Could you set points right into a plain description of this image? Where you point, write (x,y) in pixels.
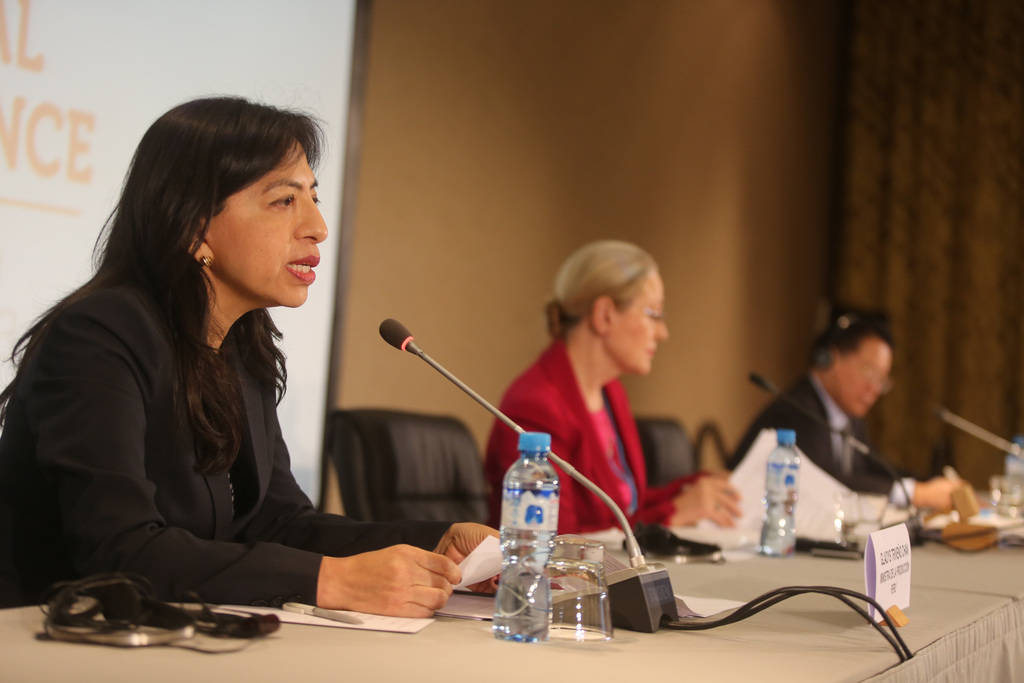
Here we can see 3 people (229,453) sitting on chair (654,455) in front of table (437,664), each of them having a microphone (449,374) in front of them and each of them having a bottle of water (545,516) and a glass (575,576) and the person (304,182) in the left side (328,223) is speaking and behind her there is projector screen (158,31).
